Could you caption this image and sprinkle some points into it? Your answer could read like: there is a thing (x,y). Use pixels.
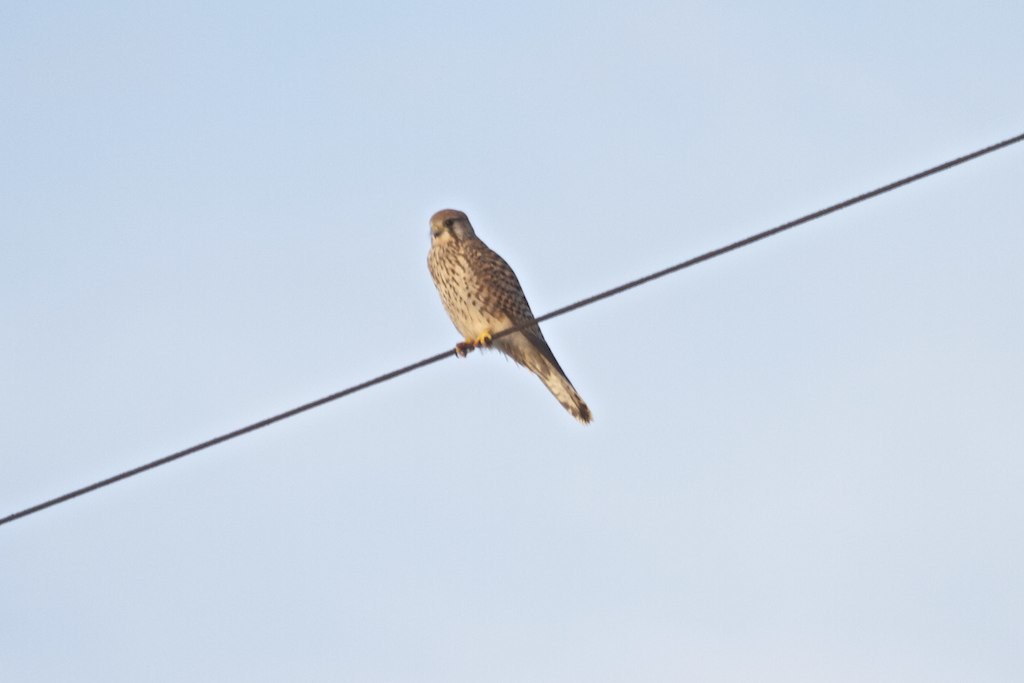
In this image, we can see a bird (502,266) standing on the wire (440,357) which is on the blue background.
